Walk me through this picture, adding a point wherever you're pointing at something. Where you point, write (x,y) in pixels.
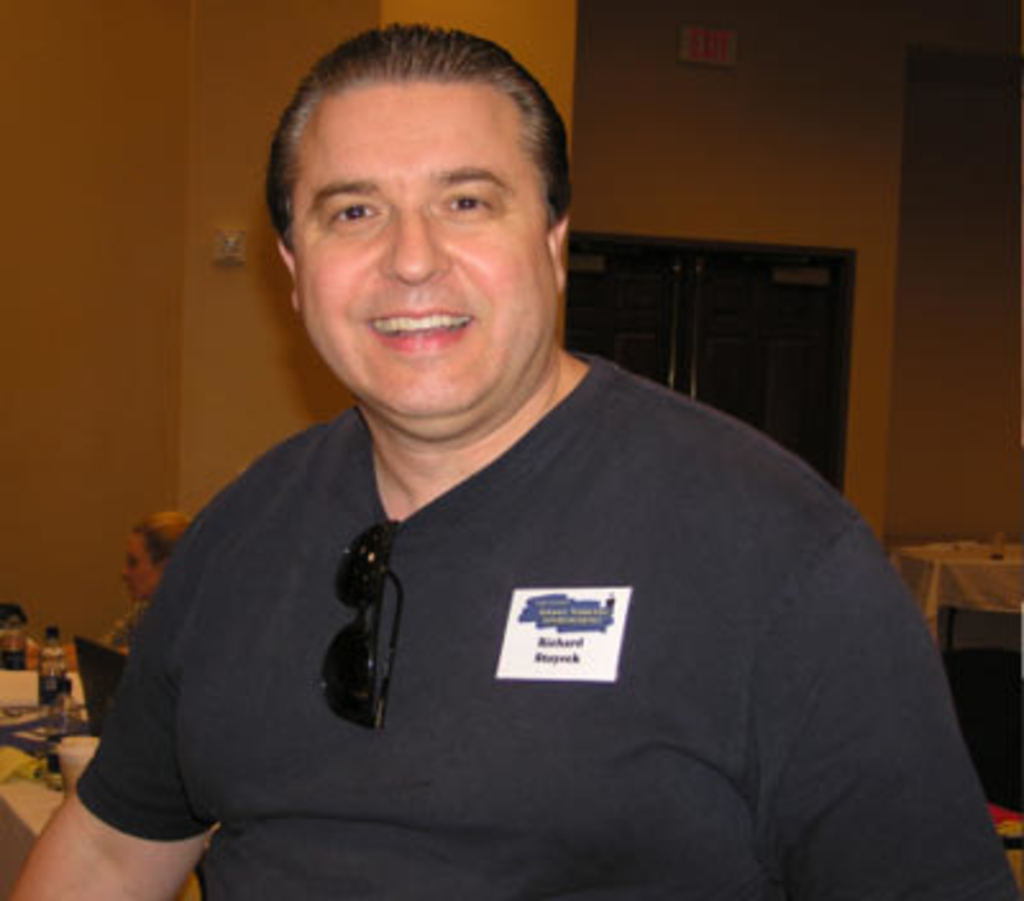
In the image we can see there is a man (623,592) standing and there are sunglasses (362,644) kept on the shirt (389,594). Behind there is a woman (127,583) sitting on the chair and on the table (86,710) there is laptop (96,705), water bottle (70,724) and coffee cup (81,755).
